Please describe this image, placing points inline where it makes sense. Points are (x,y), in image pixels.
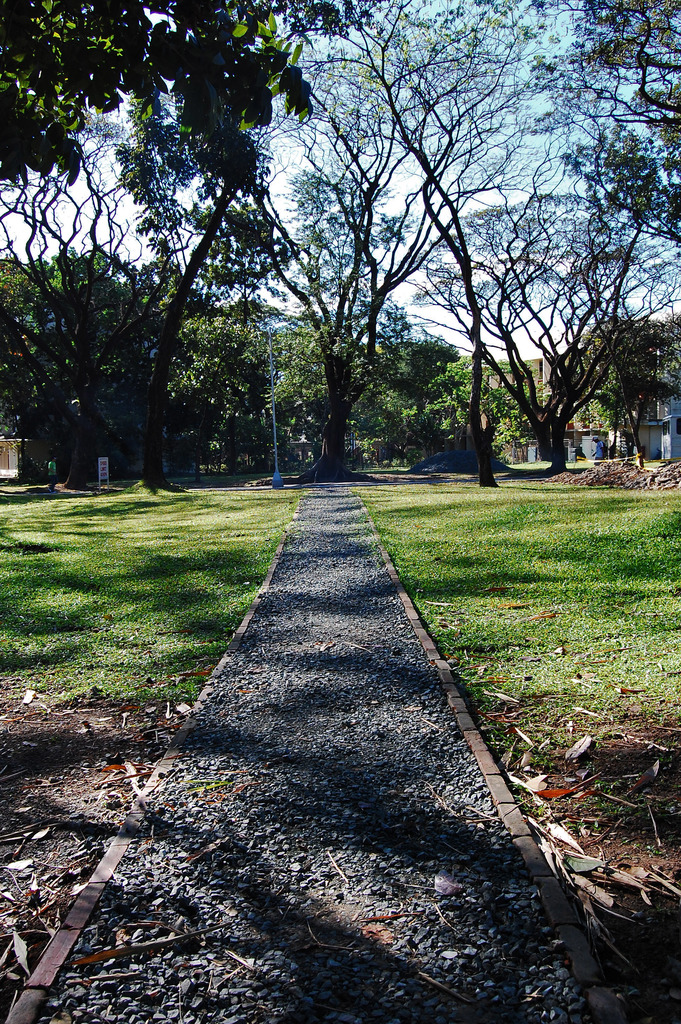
In this picture we can see a path (435,715). There are dry leaves (601,892) on the right (536,803) and left side of the path (386,570). Some grass (622,537) is visible on the ground (109,824). There are a few trees (245,349) and buildings (675,440) in the background (529,367).
